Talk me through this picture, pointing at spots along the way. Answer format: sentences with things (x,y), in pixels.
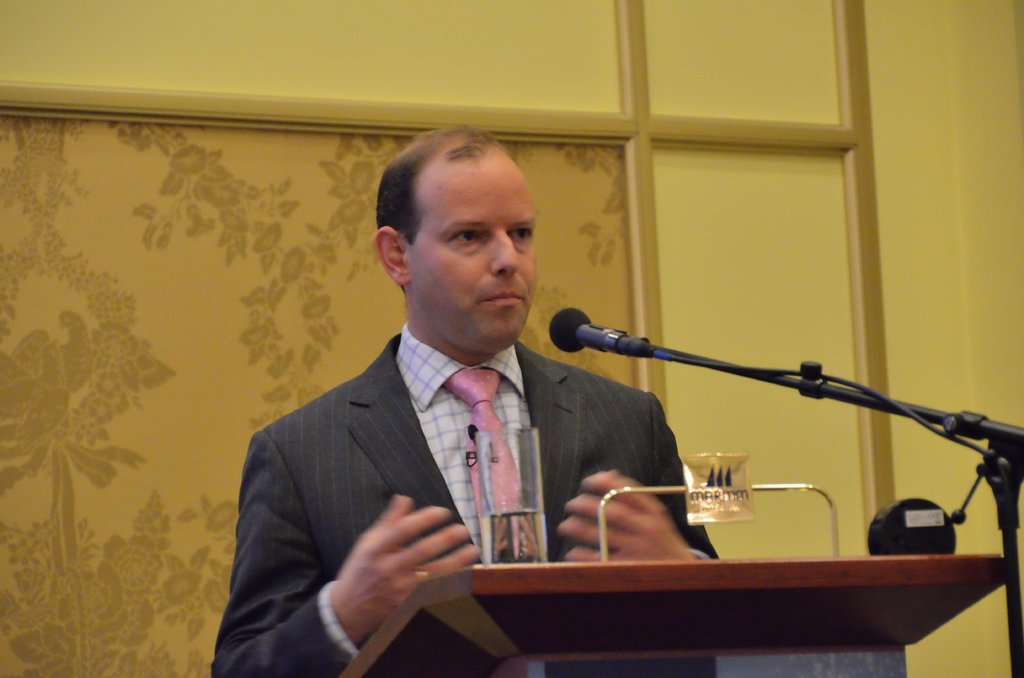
In this picture I see a podium (378,635) in front (945,607) and I see a mic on the tripod (929,421) and I see a man (400,336) who is standing in front of this podium (618,596) and I see a glass (475,435). In the background (43,15) I see the wall (953,159) and I see the designs (272,306) on it.
